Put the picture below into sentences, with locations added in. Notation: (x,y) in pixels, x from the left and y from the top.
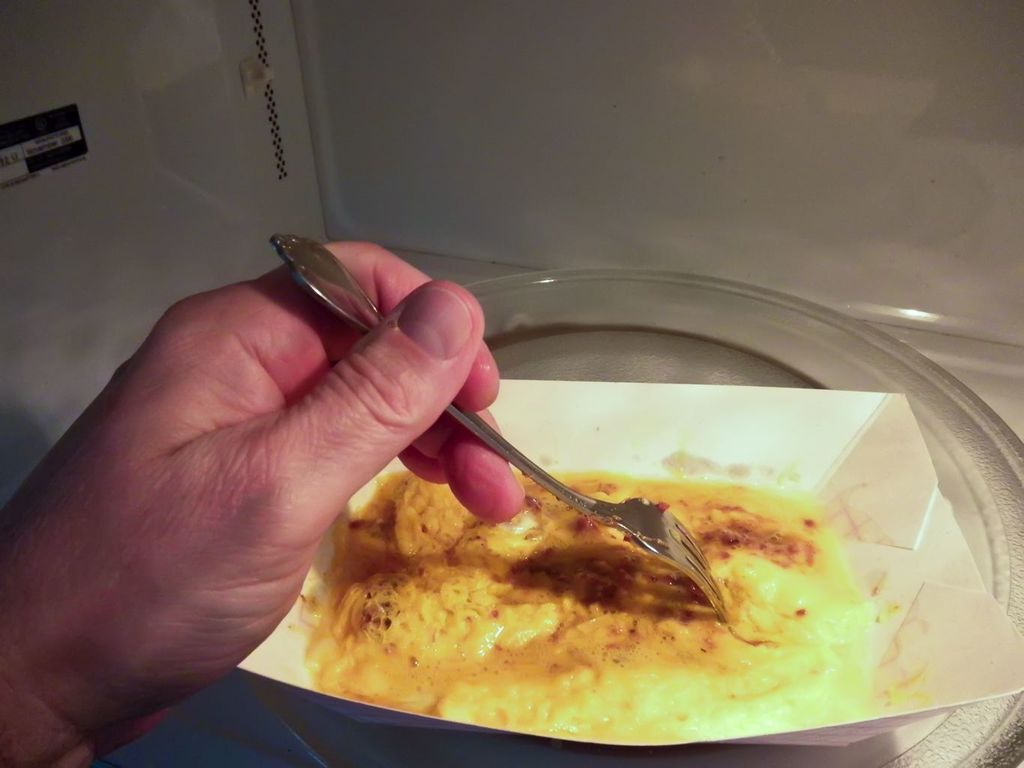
In this picture there is an edible (598,644) and there is a person (405,406) holding a fork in one of his hand (497,457) in the left corner (313,443).
